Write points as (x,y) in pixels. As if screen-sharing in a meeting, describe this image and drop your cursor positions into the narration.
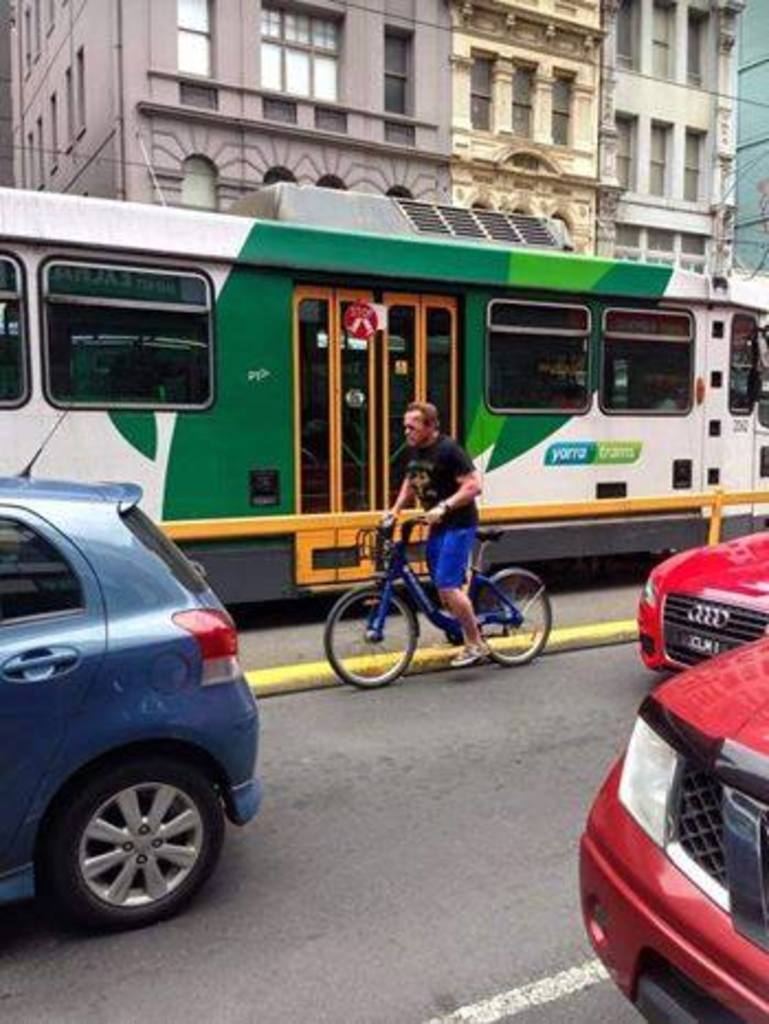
In this picture there is a man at the center of the image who is riding a bicycle (400,671) and there are cars (722,989) around the area of the image, there is a tram (664,478) at the center of the image (359,580) and a building (227,27).
